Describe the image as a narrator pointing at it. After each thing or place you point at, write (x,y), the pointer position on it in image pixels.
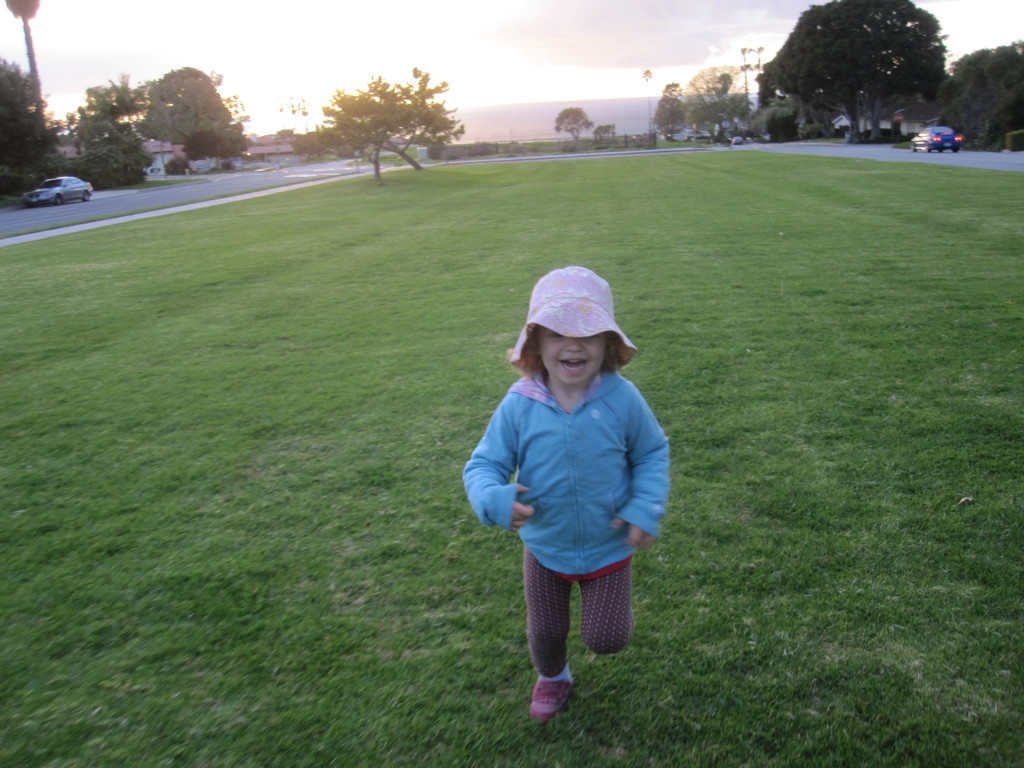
This image is taken outdoors. At the bottom of the image (264,631) there is a ground (781,295) with grass (780,538) on it. At the top of the image (412,24) there is the sky (532,32) with clouds (669,39). In the background (198,95) there are a few trees (119,124), houses (179,153), plants (231,150) and poles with street lights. A few vehicles (56,181) are parked on the road (216,175) and a car (937,150) is moving on the road (886,151). In the middle of the image (553,403) a kid (577,511) is running on the ground (569,641).
